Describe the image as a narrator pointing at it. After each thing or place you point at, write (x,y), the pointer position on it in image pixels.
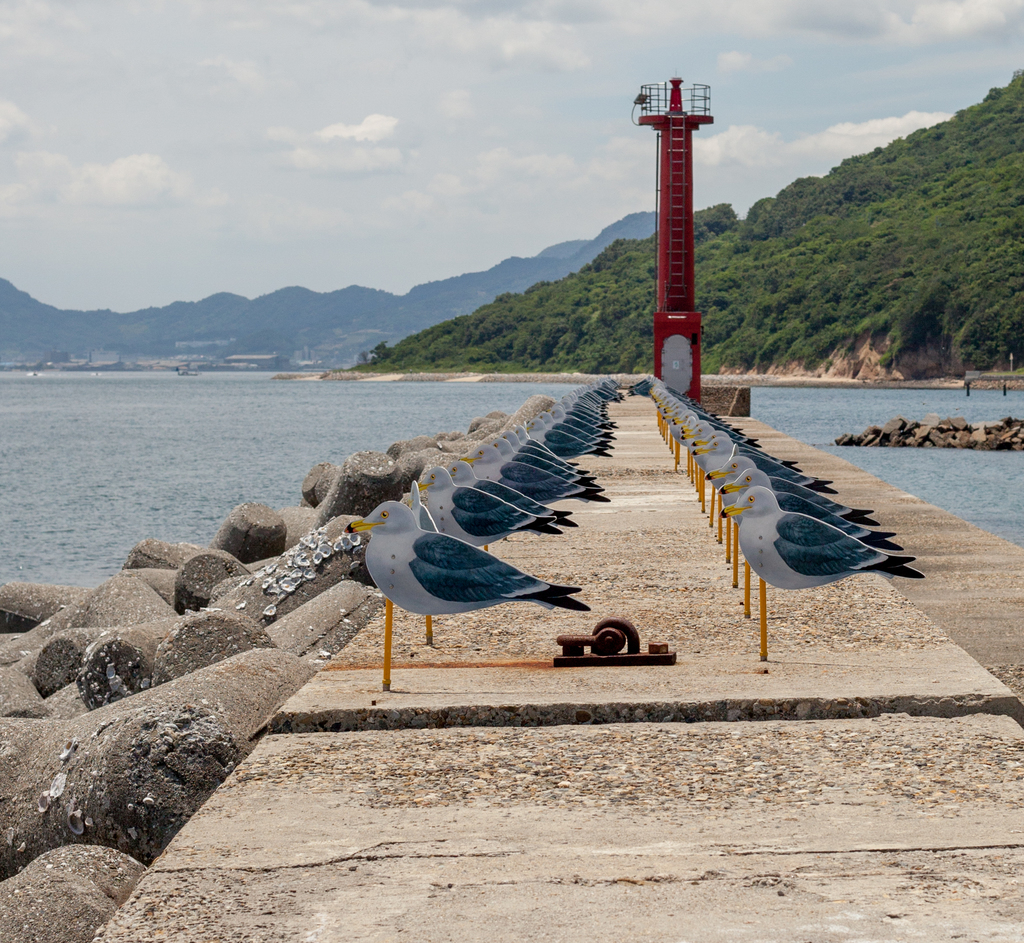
There are many toy birds (767,530) which are attached to an object (429,611) are placed on the ground (639,471) and there are mountains (572,282) and water (244,476) in the background (265,367).
